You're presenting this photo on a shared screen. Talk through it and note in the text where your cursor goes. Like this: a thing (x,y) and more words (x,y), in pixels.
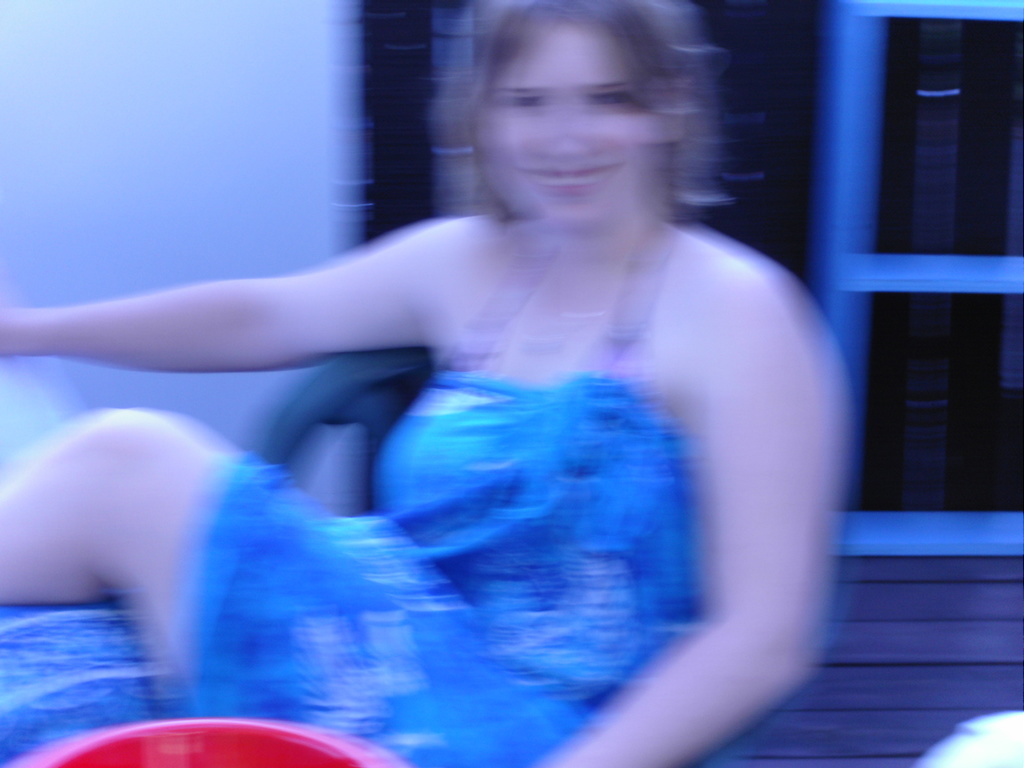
In this picture we can see a woman (493,518) wearing blue dress (373,603).
